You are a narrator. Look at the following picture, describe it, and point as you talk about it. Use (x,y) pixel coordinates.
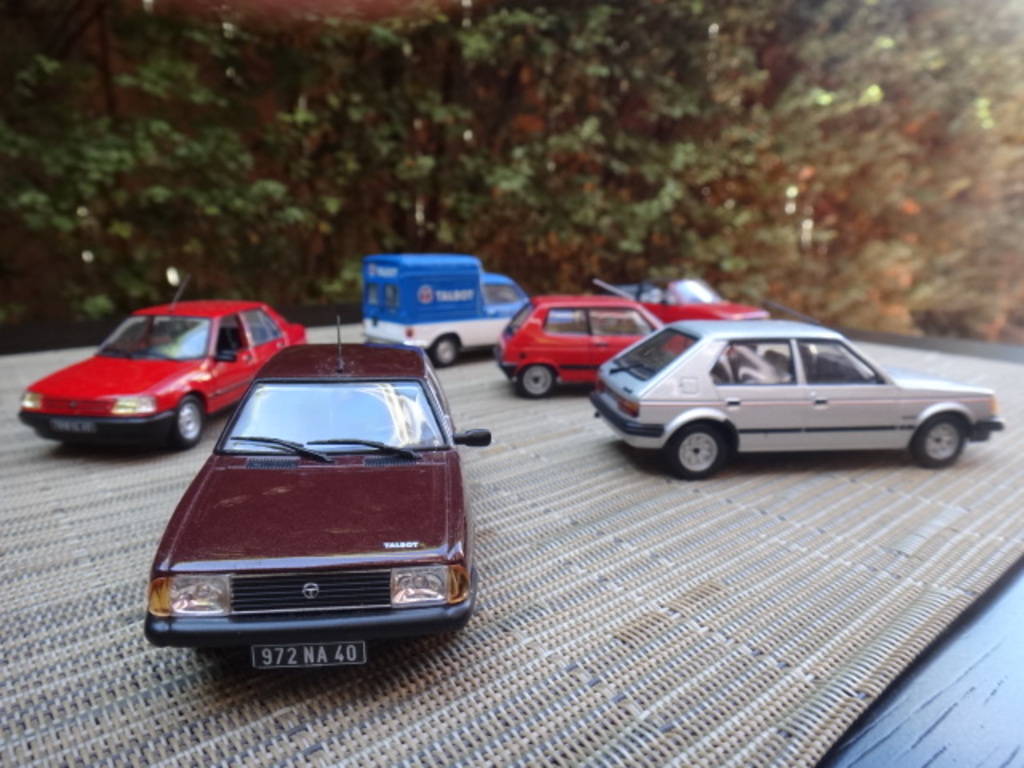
In this image I can see the toy vehicles (401,388) which are in different color. These are on the cream and grey color surface (536,651). In the background (611,195) I can see many trees (600,136).
